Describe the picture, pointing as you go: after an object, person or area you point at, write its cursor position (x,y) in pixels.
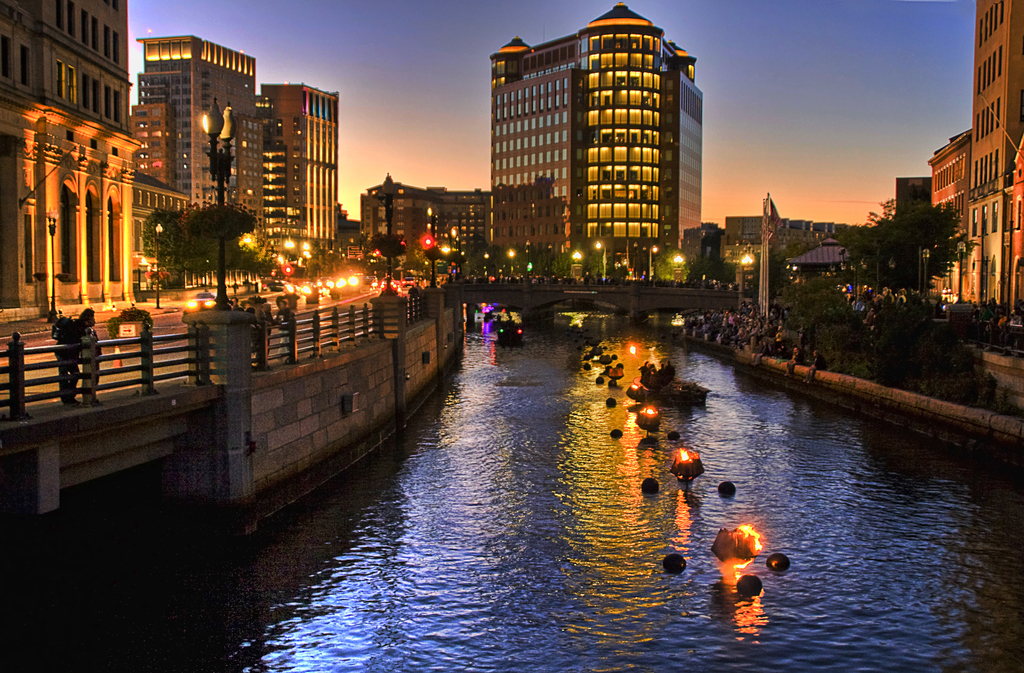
In this picture I can see some objects (600,357) on the water (731,473), there are lights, poles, buildings (971,168), trees (542,260), group of people (992,317), and in the background (392,98) there is sky (401,89).
